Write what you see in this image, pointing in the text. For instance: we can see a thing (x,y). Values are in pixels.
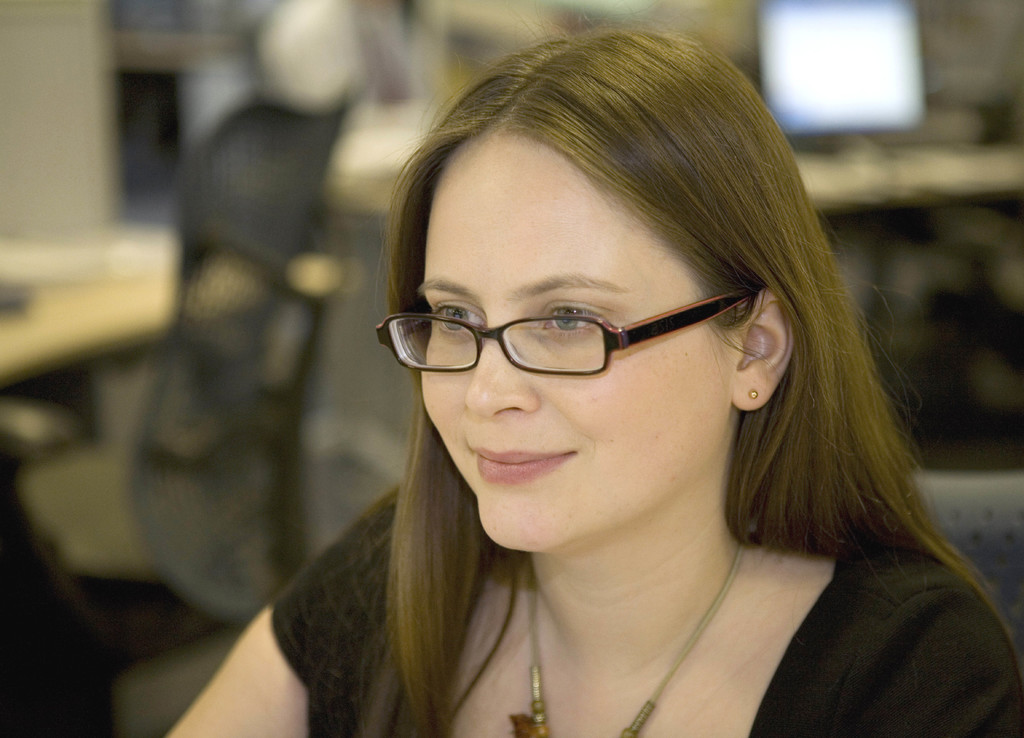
In the foreground of the image (509,443) there is a lady (647,565). The background of the image (298,212) is blurred. We can see a monitor screen (806,78) and a chair (178,295).
